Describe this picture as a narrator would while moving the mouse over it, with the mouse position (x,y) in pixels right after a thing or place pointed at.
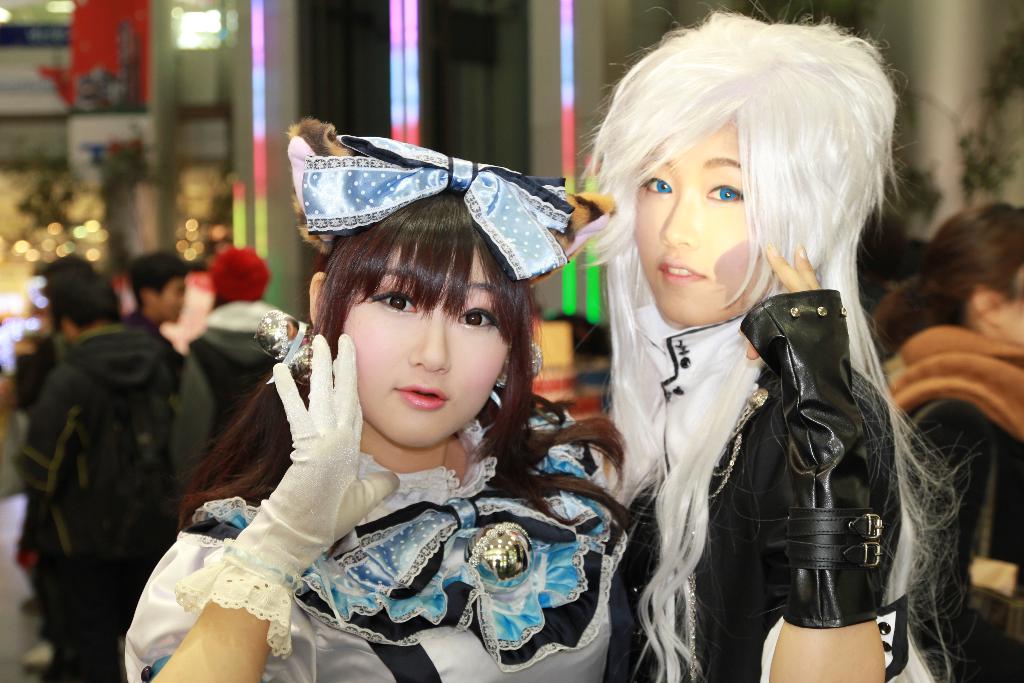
In this image I can see some people (366,418). In the background (97,237), I can see the lights (84,236).
